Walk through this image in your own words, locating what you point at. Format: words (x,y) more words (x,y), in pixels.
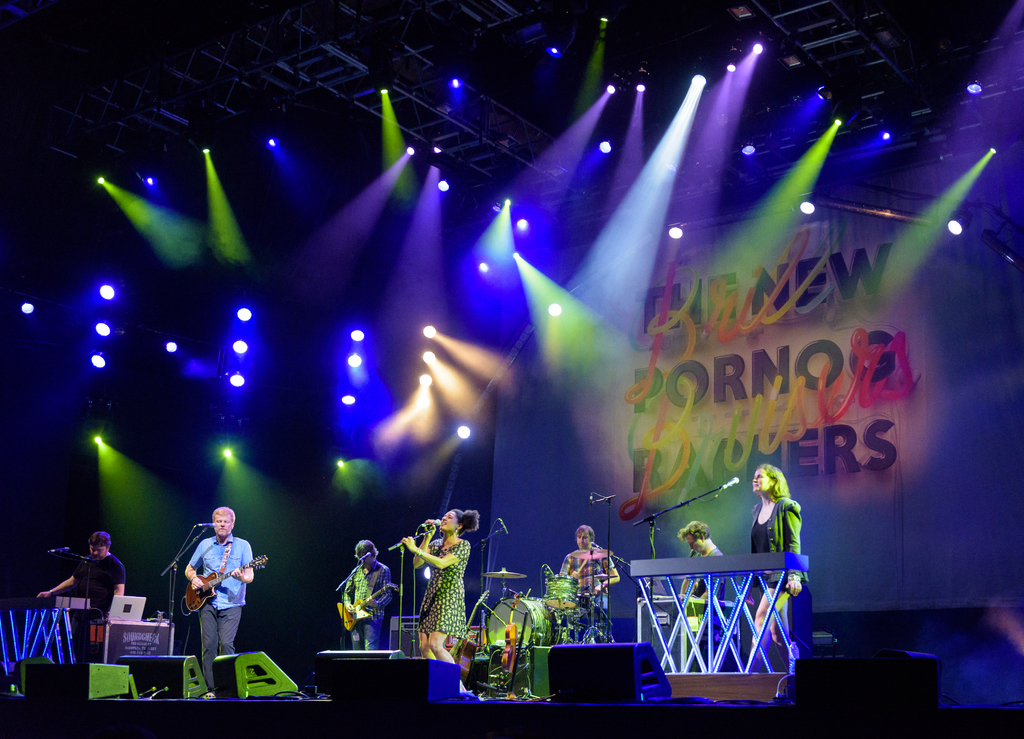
In the image there are few people (448,562) playing music instruments (470,642) and singing on mics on stage (228,729), there are lights (449,341) above on the ceiling (577,195).
